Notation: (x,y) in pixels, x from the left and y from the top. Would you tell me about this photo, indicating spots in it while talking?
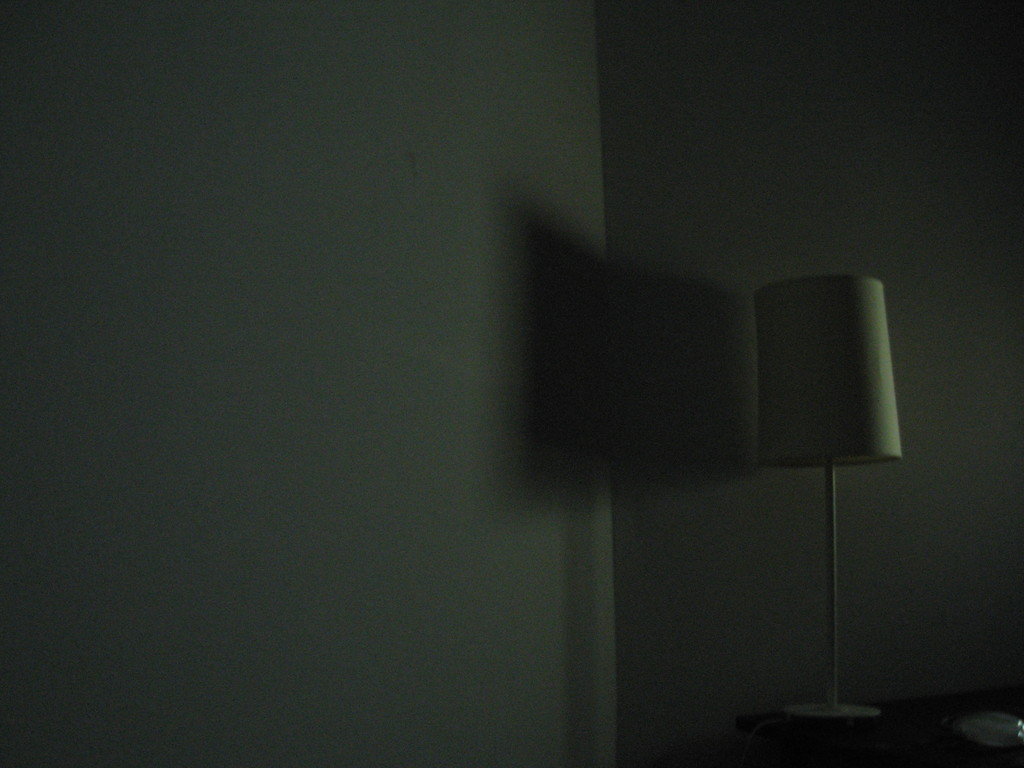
Here in this picture we can see a lamp (845,397) present on the table (770,730) over there.
